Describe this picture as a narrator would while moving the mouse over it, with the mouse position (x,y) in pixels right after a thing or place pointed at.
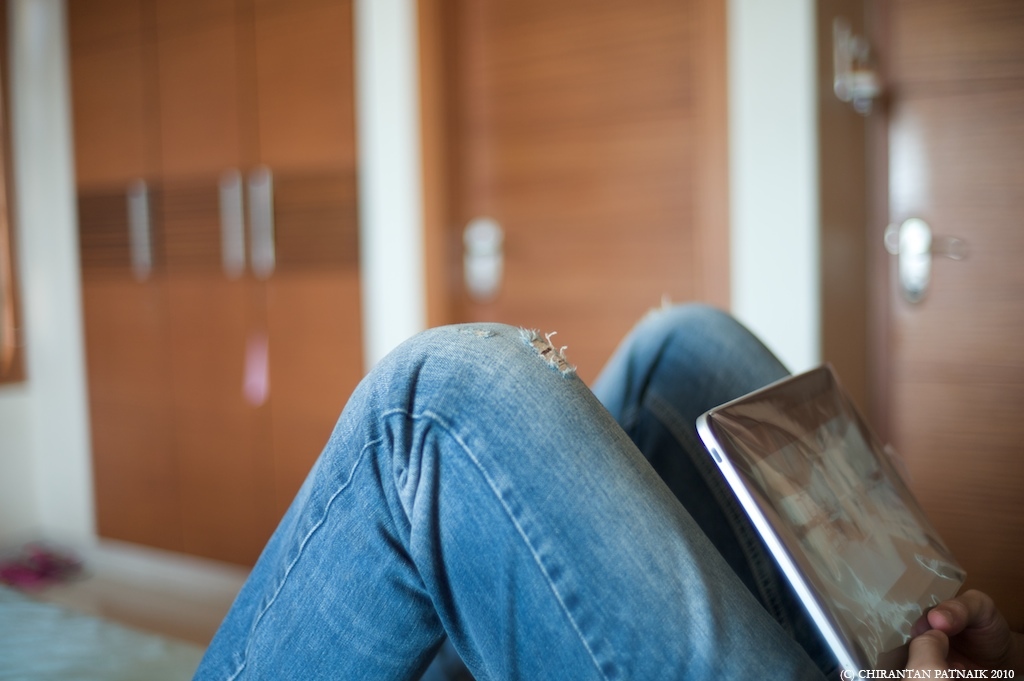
In this picture, we see the legs (608,426) of the person (600,416) who is wearing the blue jeans (611,513) and we see the hands (933,626) of the person (939,620) who is holding a tablet (817,536). In the background (778,309), we see a white wall (372,284) and the doors (581,274) in brown color. In the left bottom (53,588), we see the floor (76,618). This picture is blurred in the background (363,208).
